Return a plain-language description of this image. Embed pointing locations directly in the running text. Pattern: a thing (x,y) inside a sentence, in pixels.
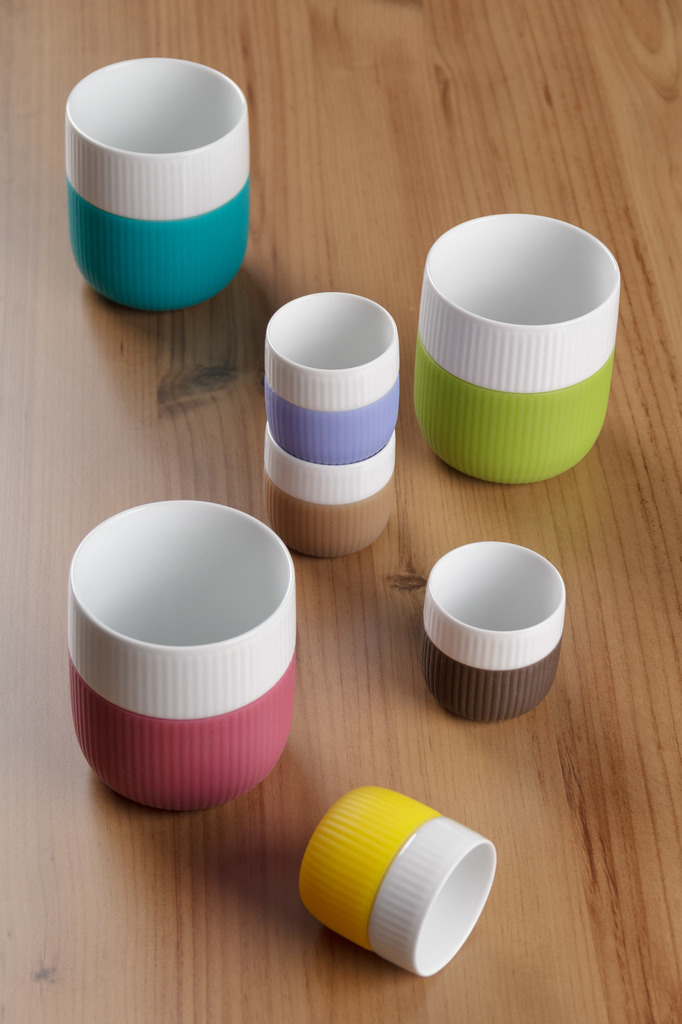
In this image I can see there are plastic things (358,500) on a wooden board (367,660).
